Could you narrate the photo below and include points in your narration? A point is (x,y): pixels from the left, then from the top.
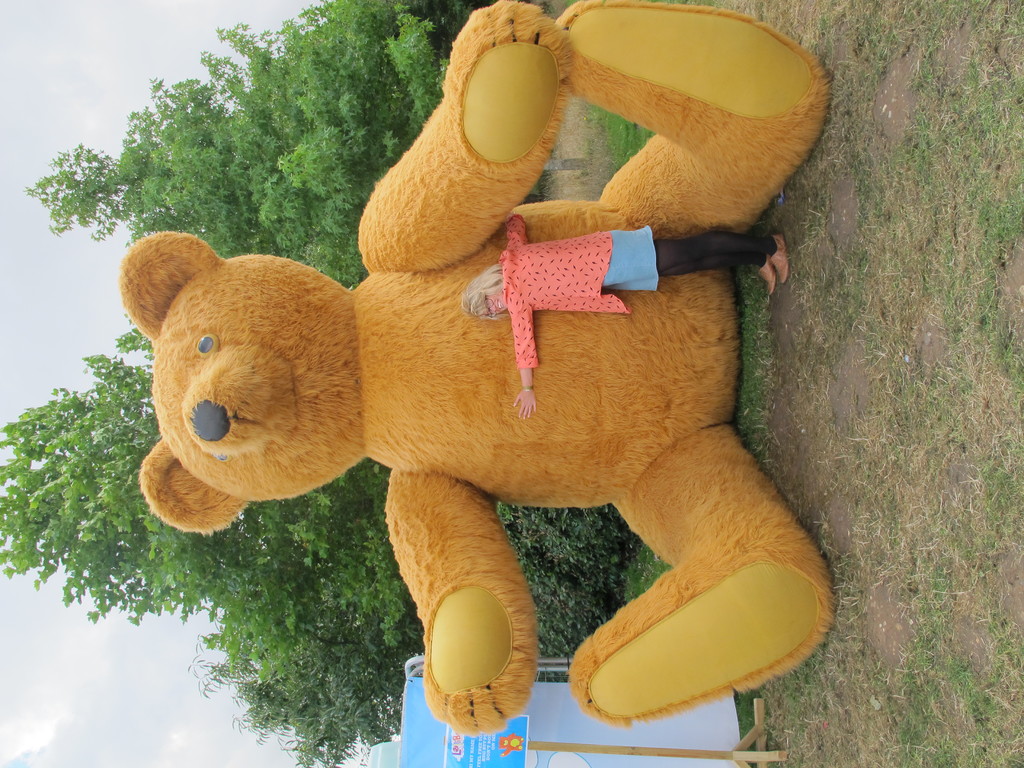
In this picture we can see a teddy bear (441,401) and a woman (559,250) in the middle (410,419), on the right side (911,489) there is grass (932,465), at the bottom (620,741) we can see a board (627,730), in the background (310,162) there are some trees (314,178), we can see the sky (151,88) at the top of the picture (102,54).
